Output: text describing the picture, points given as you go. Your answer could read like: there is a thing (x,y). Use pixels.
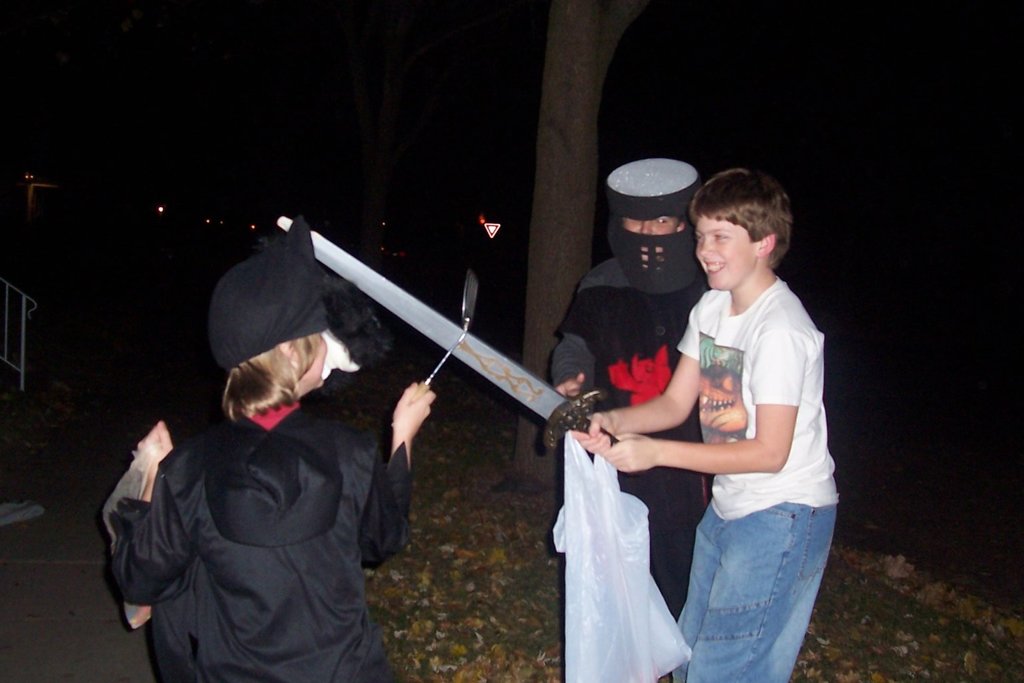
In this picture there is a boy (714,483) standing and holding the cover (636,564) and sword (471,355) and there is a person (234,322) standing and holding the spoon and there is a boy (668,189) standing. At the back (18,358) there are trees (383,191) and there is a railing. At the bottom (449,603) there is a road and there are dried leaves (517,587) on the grass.
